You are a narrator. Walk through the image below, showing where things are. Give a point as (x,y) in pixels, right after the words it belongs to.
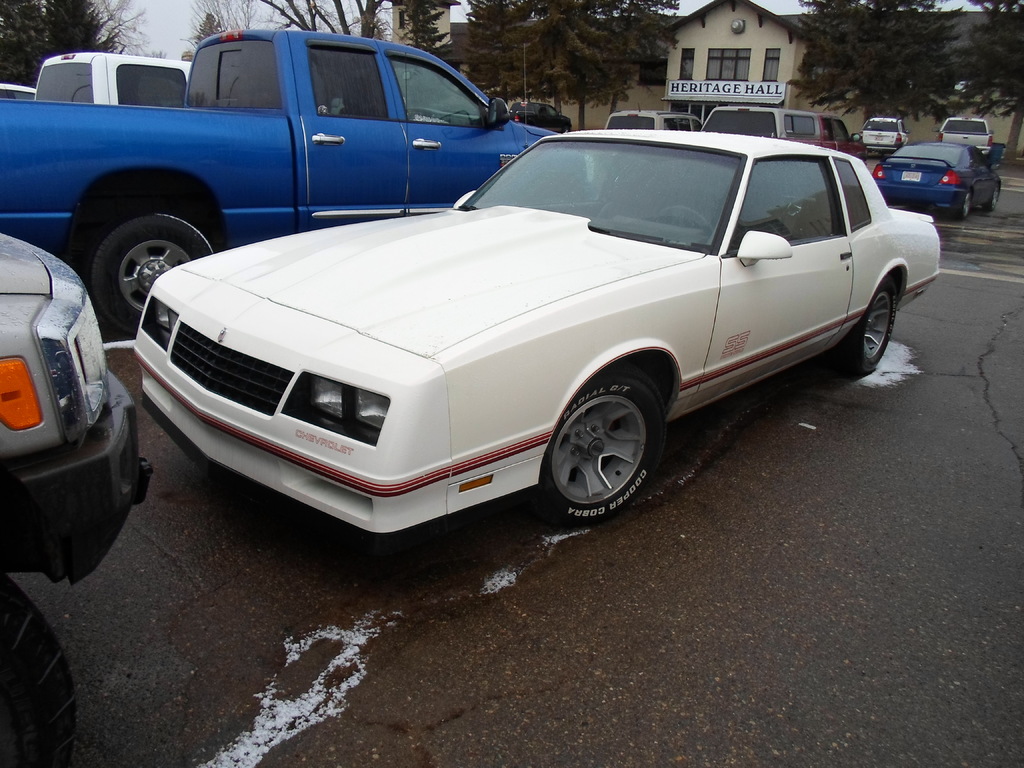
The picture consist of cars (534,150) on the road (964,245). In the background (628,27) there are trees (488,39) and building (679,72).
